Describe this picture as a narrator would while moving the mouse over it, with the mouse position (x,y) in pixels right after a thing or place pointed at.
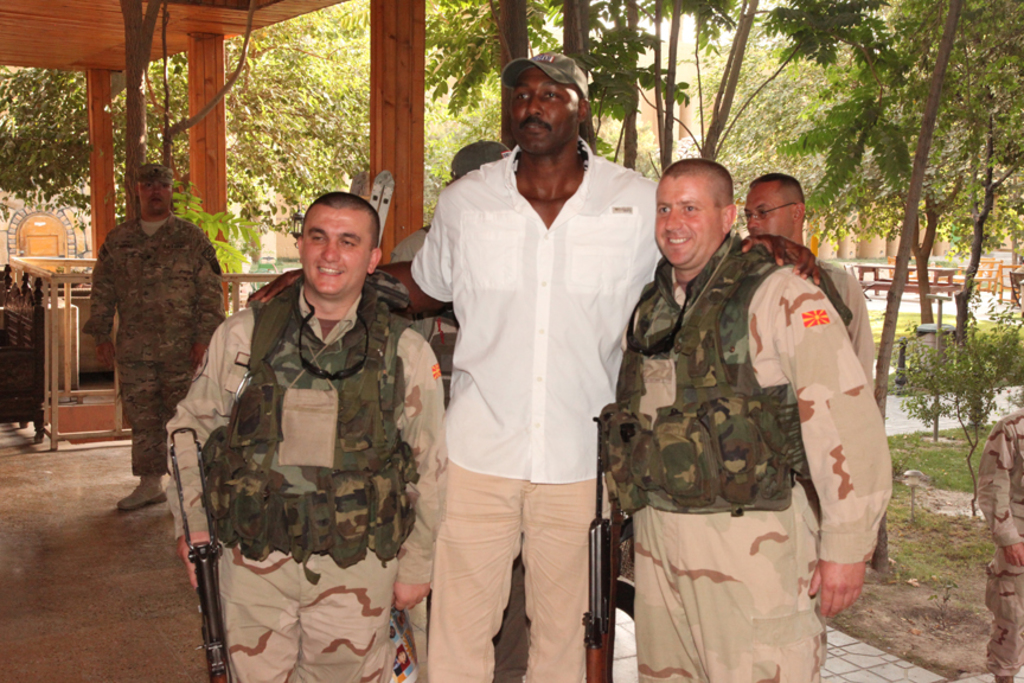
In this image we can see men (370,510) standing on the floor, benches (863,286), plants (939,416), electric lights (915,485), trees (230,127), buildings (219,158) and sky (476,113).
